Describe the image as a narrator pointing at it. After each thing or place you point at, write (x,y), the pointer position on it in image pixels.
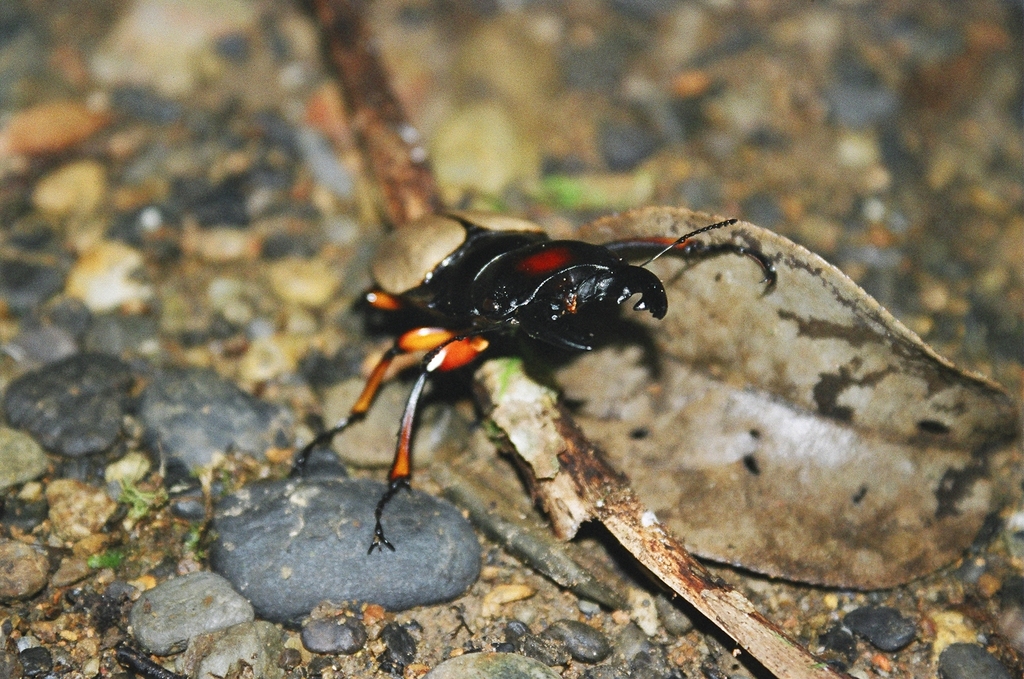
This image is taken outdoors. At the bottom of the image (607,562) there is a ground (168,384) with pebbles (192,304) and dry leaves (779,400). In the middle of the image (558,334) there is an insect (426,343).
